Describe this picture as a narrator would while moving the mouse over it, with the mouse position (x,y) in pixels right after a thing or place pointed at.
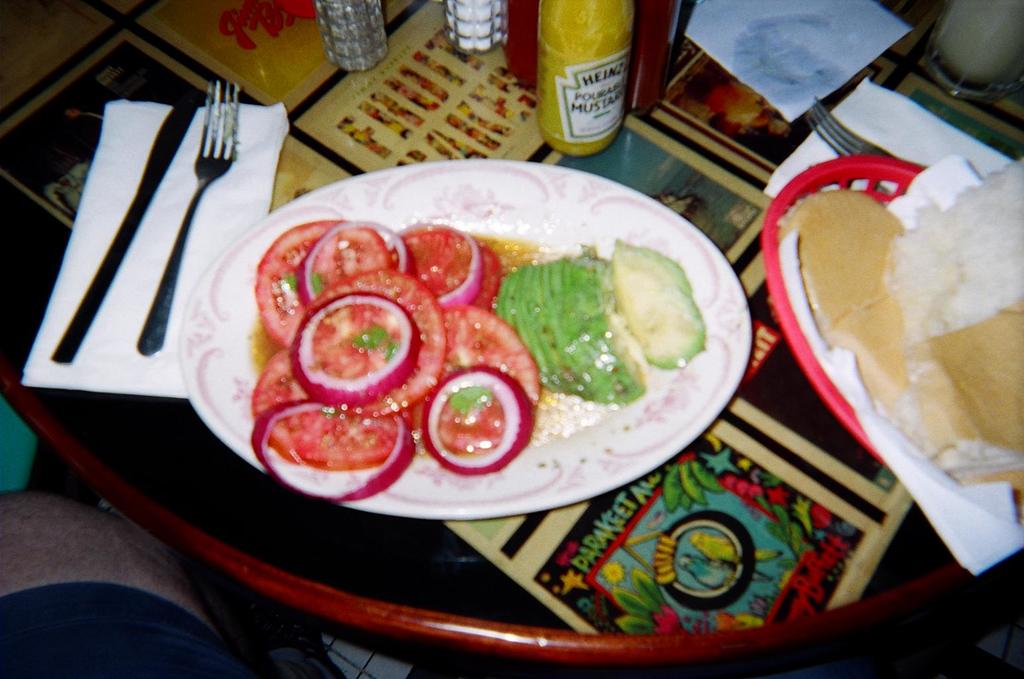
In the picture I can see plate (370,202), fork (216,127), tissue (108,378), bottles (654,32), food item (1017,311) and some other objects (851,163).
